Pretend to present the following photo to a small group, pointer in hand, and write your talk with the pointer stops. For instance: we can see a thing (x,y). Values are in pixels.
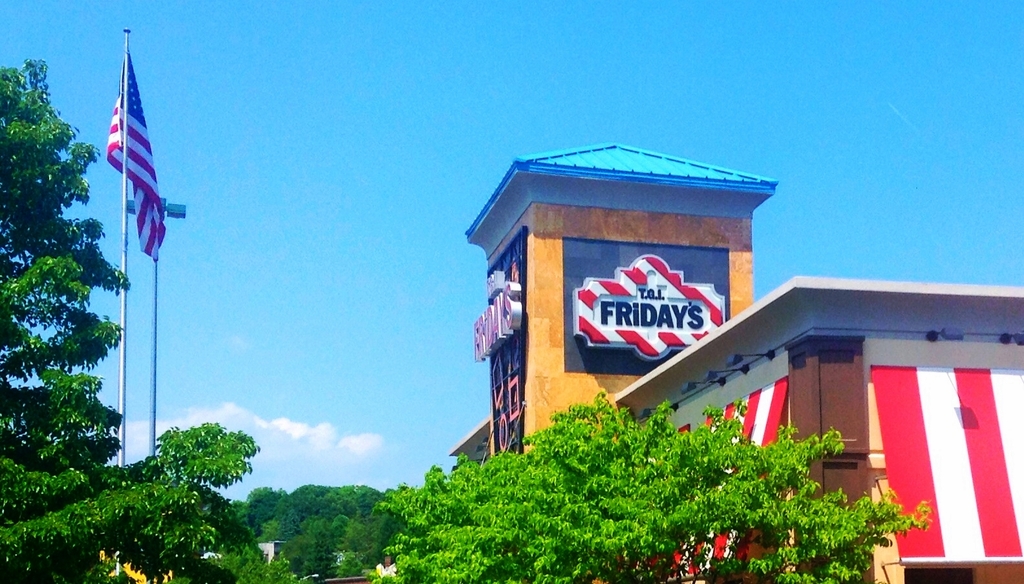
In this image I see a building (560,369) over here and I see that something is written over here and I see the flag (141,113) over here and I see number of trees (59,203). In the background (326,245) I see the clear sky (423,184).
